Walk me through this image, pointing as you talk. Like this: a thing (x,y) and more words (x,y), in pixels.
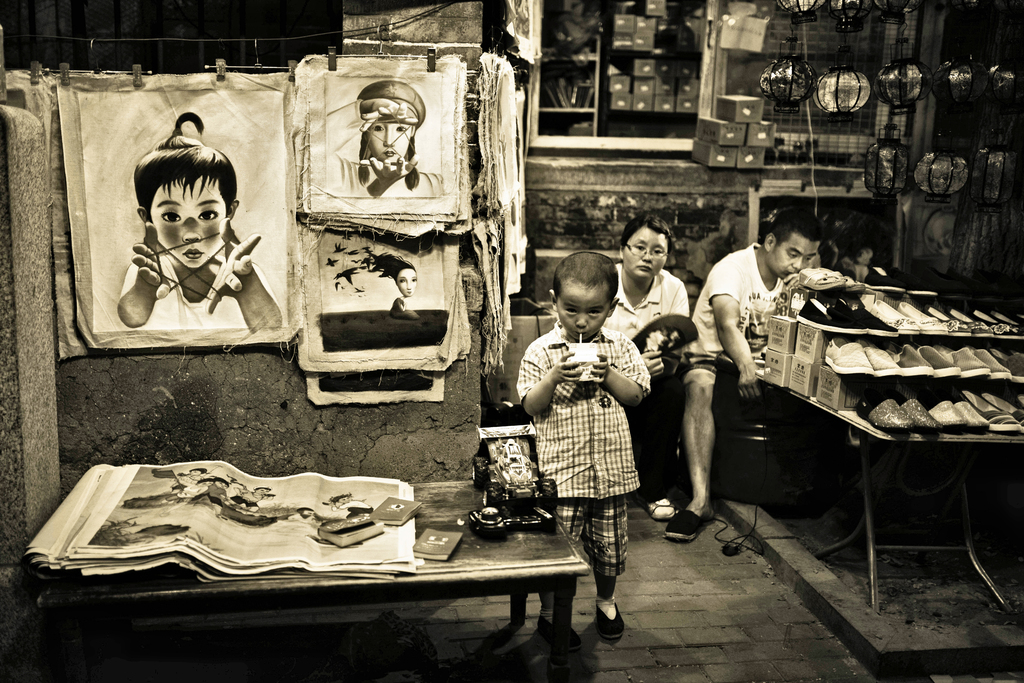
In this image i can see there are three people (583,419), a Man (711,316), a Woman (658,302) is sitting and a boy (606,442) is standing on the floor (642,531). I can also see there is a wall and a table (952,436) and many pairs of shoes (901,369) on the right side (910,398).
